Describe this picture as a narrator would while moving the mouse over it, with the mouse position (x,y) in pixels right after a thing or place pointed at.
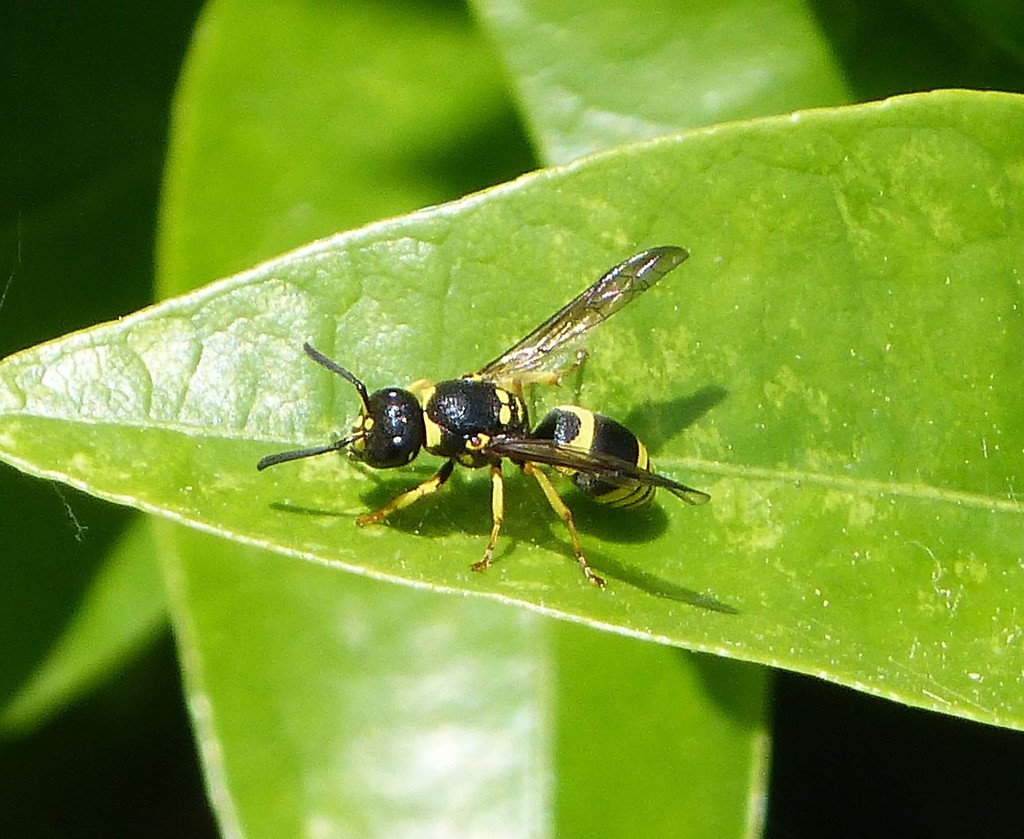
In this image, we can see some leaves (935,383). Among them, we can see an insect (415,389) on one of the leaves (646,513). We can also see the background (81,88).
